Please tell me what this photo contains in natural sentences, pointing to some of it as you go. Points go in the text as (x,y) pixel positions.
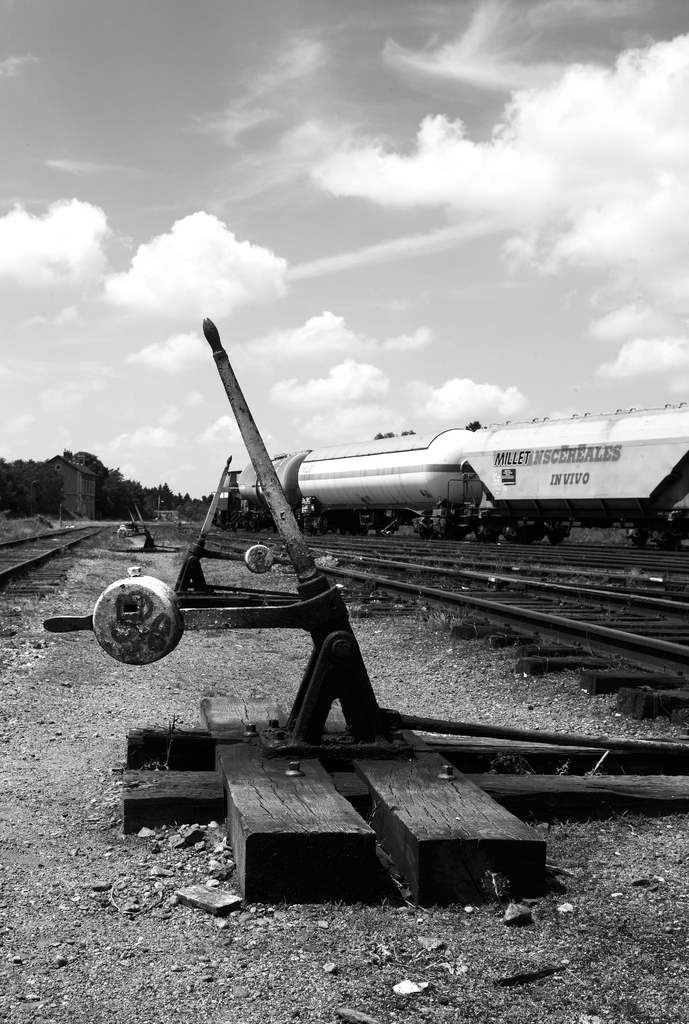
In the center of the image (249,441) we can see lever (318,742) is present. On the right side of the image (489,541) goods train (481,514), railway track (553,570) are there. On the left side of the image (98,495) tree (98,500), a house (80,501) are present. At the top of the image (419,182) clouds (443,216) are present in the sky (455,309). At the bottom of the image (474,953) ground (549,912) is there.
